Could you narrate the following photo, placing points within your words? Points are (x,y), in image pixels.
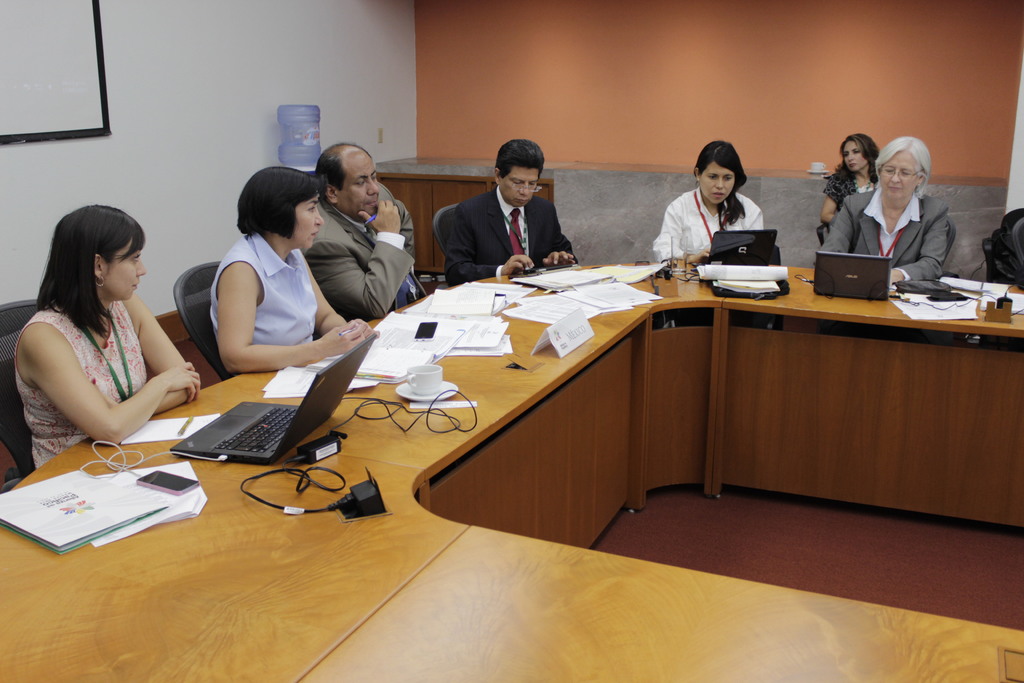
In this image we can see the people (533,242) sitting on the chairs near the table (612,359), on the table (610,377) there are laptops (719,252), papers (633,293), wires (367,418), cell phones (185,490) and few objects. In the background (503,141), we can see the wall (238,80) with cupboard (462,192) and screen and we can see a bottle (296,127) and cup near the wall (405,77).
